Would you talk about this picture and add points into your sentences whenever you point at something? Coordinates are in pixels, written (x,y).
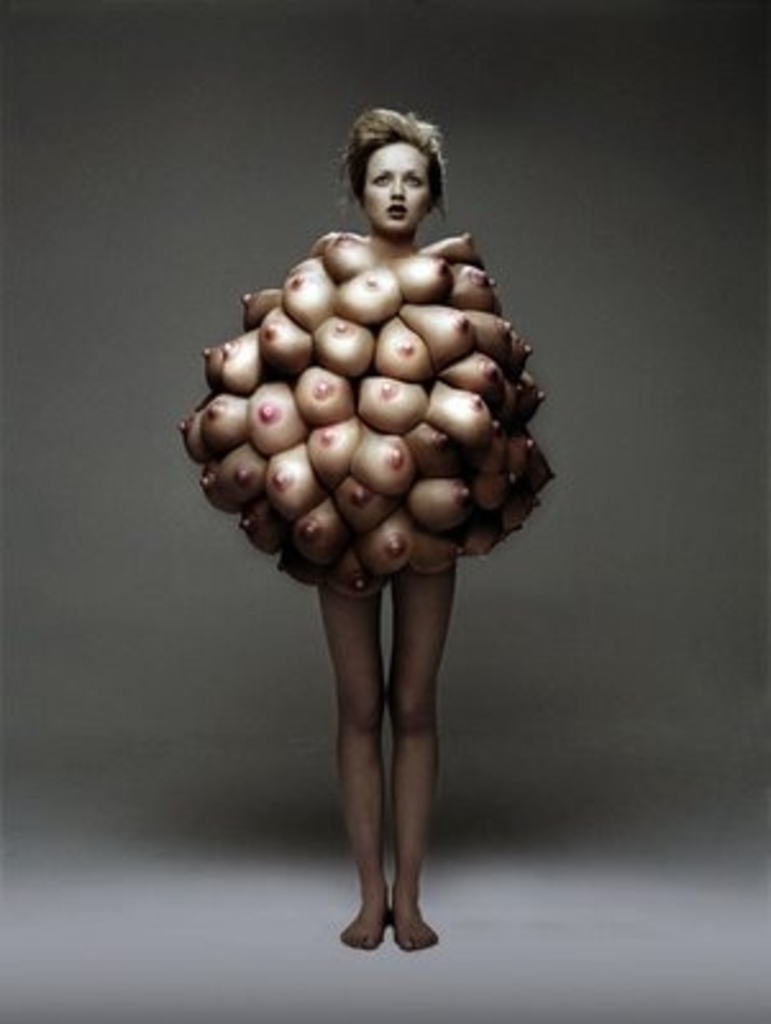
There is a woman (398,441). In the background (535,131) there is a wall (183,306).
